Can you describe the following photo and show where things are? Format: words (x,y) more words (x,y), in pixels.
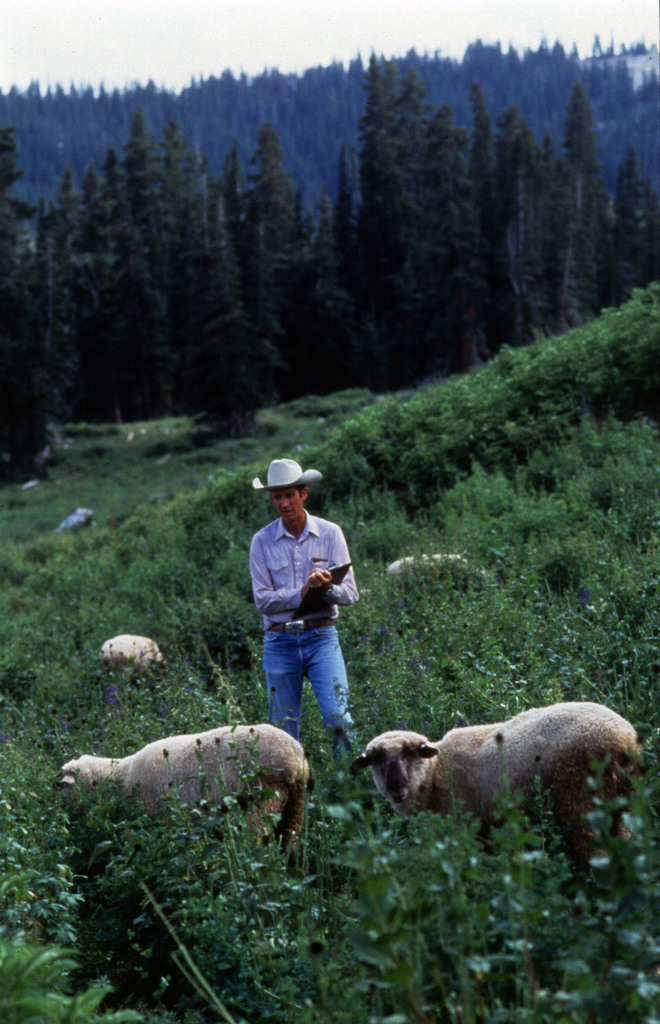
In this image we can see a man (269,592) standing holding a pad (342,573). We can also see a group of herd (458,798), some plants (473,694), a group of trees (392,310) and the sky (308,61) which looks cloudy.
